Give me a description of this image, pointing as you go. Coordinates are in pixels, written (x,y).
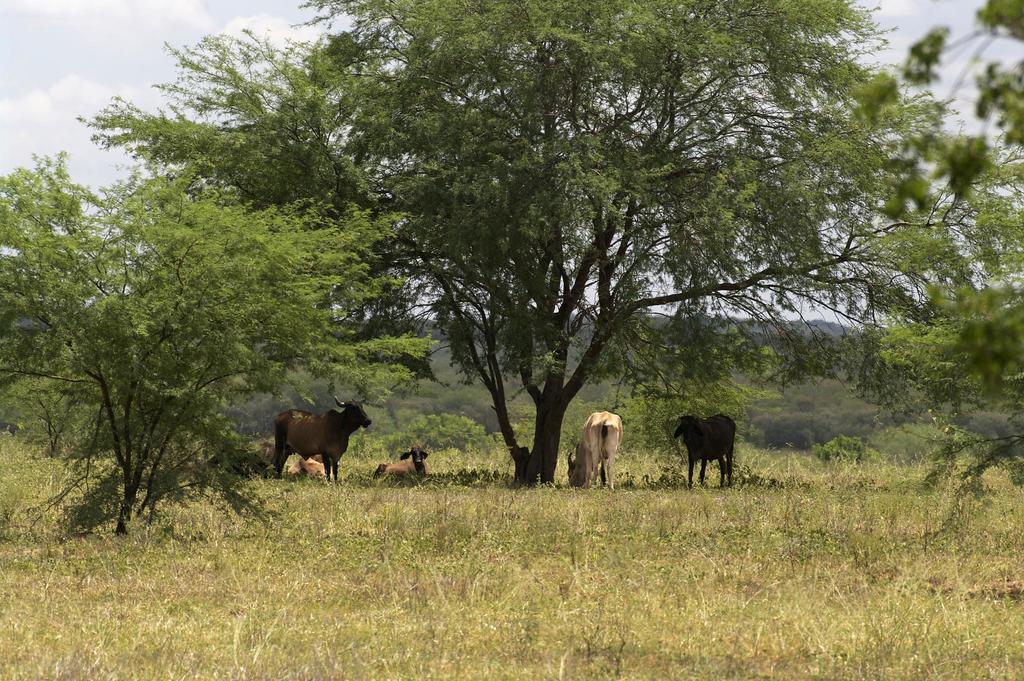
In this image, we can see animals (611,453) on the ground (533,555) and in the background (598,295), there are trees (533,194) and we can see hills (826,328). At the top (138,41), there are clouds (123,49) in the sky (52,36).
